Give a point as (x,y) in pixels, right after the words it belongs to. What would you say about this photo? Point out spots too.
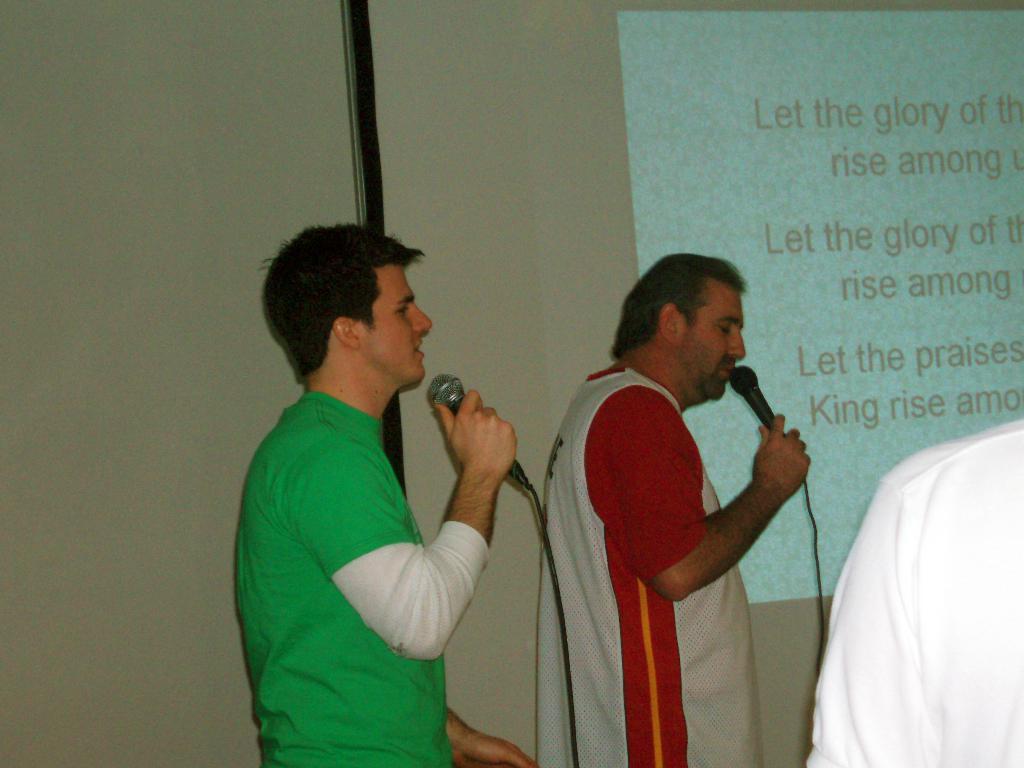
In the image we can see there are people (604,631) wearing clothes (735,630), this is a microphone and cable wire (817,571). We can even see a projected screen (800,139), this is a white board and a wall (305,210).
